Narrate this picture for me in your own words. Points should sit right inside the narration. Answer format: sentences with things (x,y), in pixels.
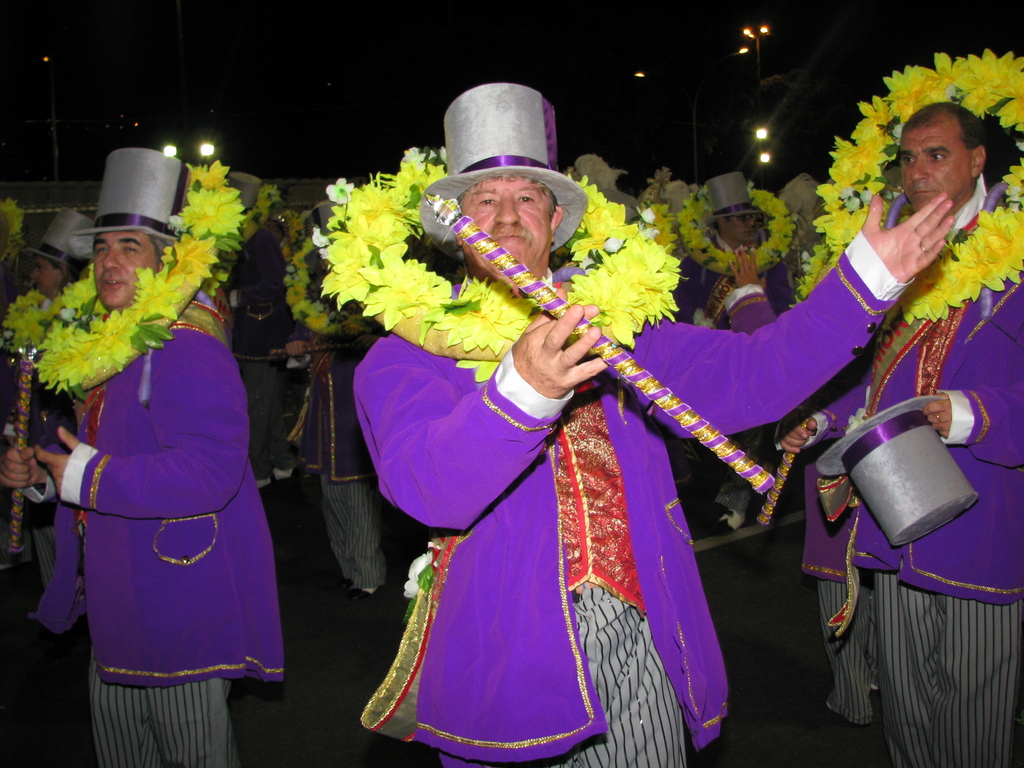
In the image there are few men (537,368) in purple jackets (1003,555) in garland (488,342) and hats (467,149) holding canes (462,233), In the back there are lights (760,134).
